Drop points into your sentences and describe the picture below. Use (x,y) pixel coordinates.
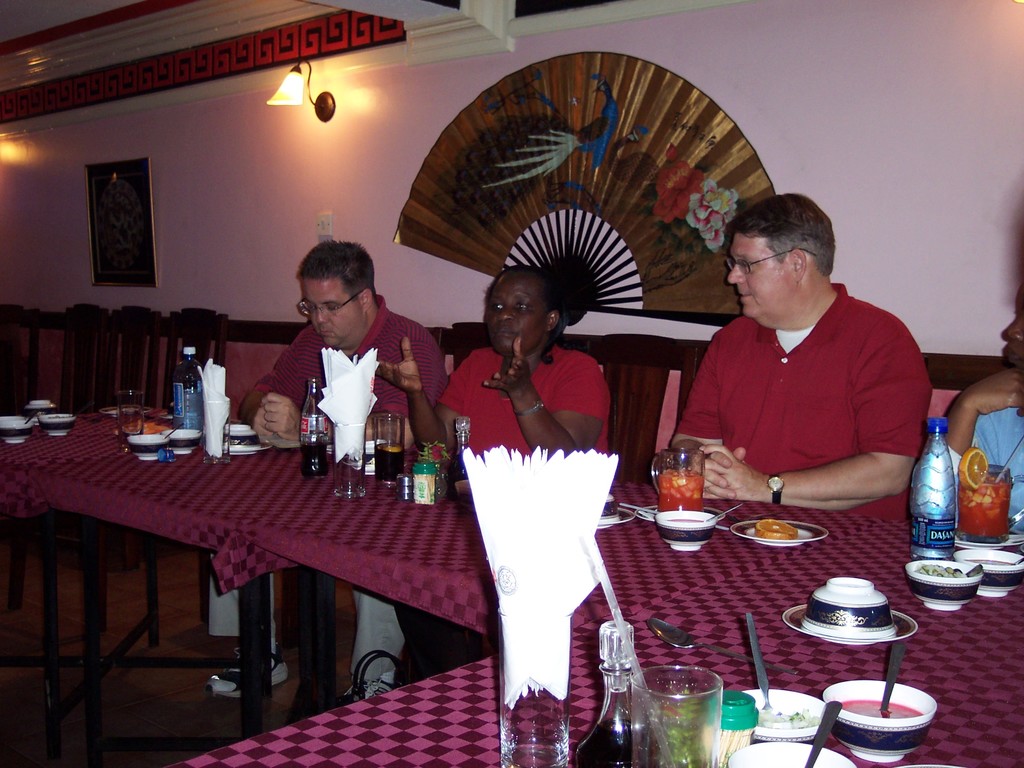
Here in this picture we can see a group of people (746,404) sitting on chairs (637,445) with table (97,437) in front of them with glasses (217,430), bottles (452,489), bowls (48,423) and plates (606,519) of food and tissue papers (354,416) all present on it over there and the woman (564,376) in the middle (540,340) is speaking something and behind them on the wall (182,246) we can see a portrait (121,172) and a designed sticker (573,237) present over there and we can also see lamp posts (287,83) present over there.
